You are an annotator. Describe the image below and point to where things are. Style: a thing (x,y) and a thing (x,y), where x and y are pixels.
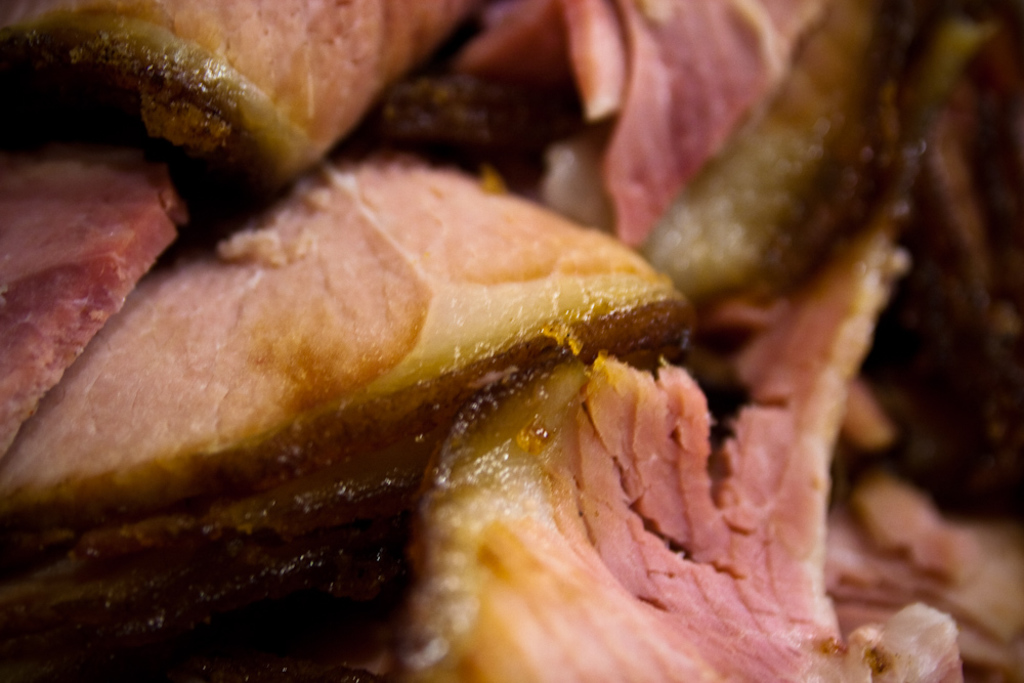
It is a zoomed in picture of meat (568,232).
